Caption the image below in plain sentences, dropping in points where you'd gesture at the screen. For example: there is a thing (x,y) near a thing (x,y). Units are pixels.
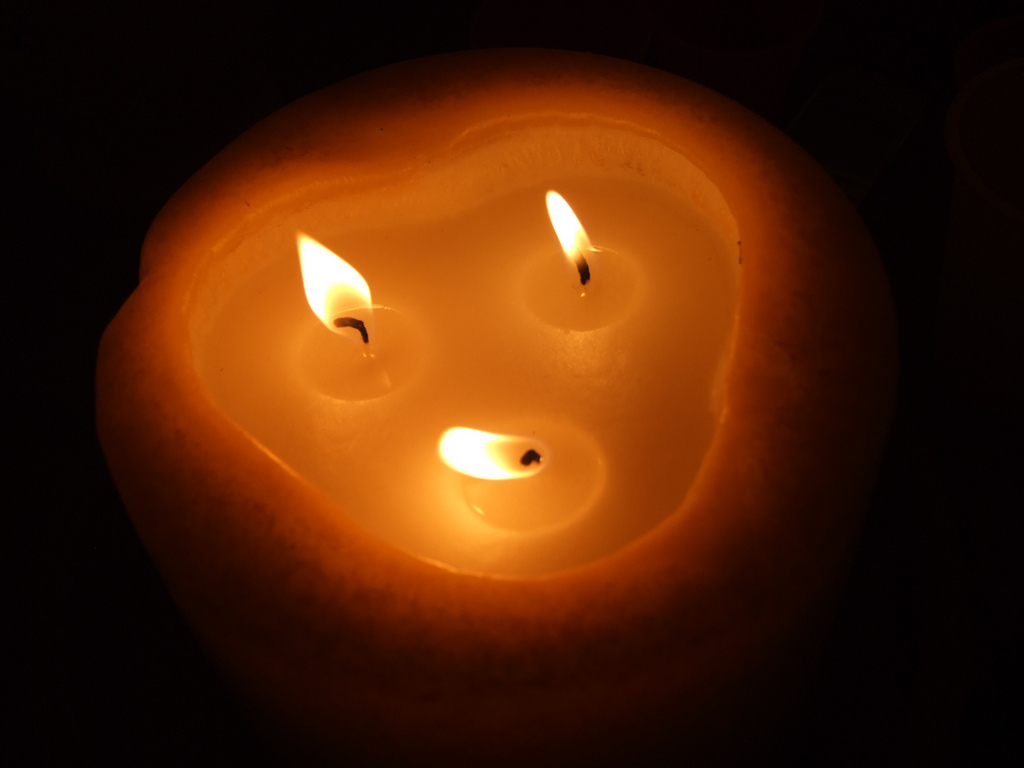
In the image there is a illuminated candle (387,231) and the background (13,207) is black.
